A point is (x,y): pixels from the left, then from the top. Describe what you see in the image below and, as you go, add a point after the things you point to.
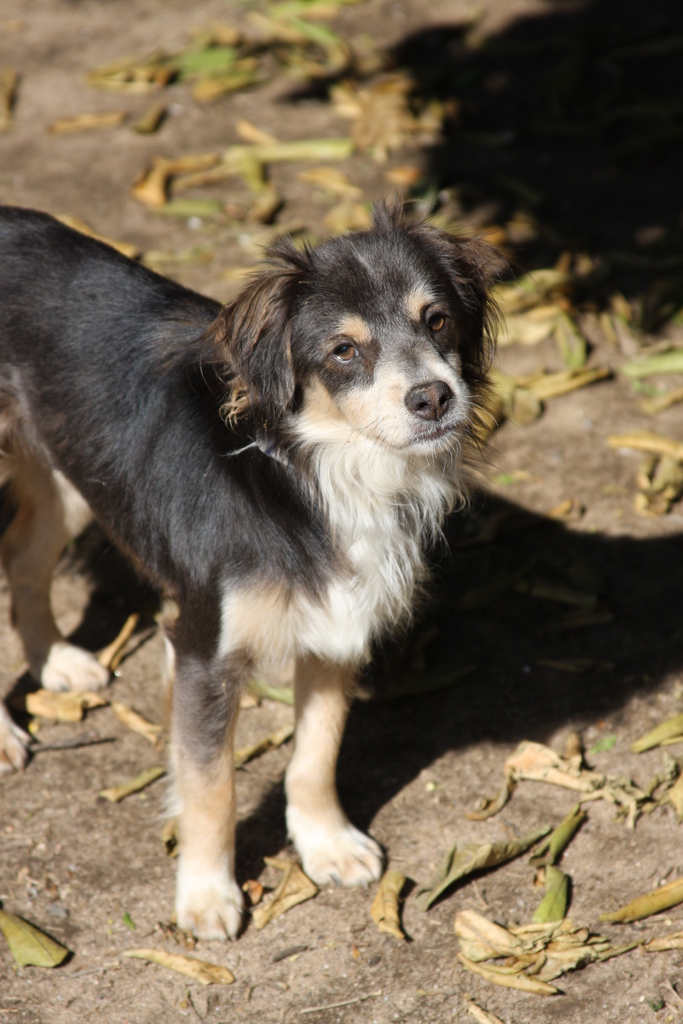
On the left side of this image (144,449) I can see a dog (251,377) which is in black and white colors and standing on the ground (312,966). Around it I can see some leaves (531,964).
